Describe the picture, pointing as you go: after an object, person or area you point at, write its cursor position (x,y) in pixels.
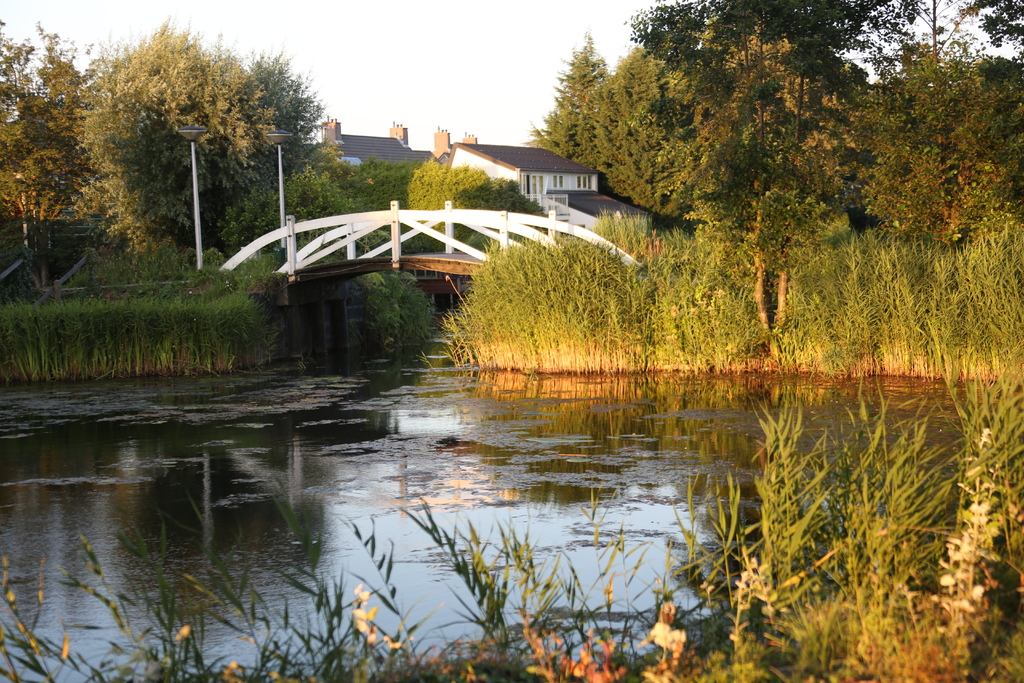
In this image I can see water (605,445) and I can see a bridge (311,288) over the water (669,507). I can also see bushes (599,332) in the front (880,449) and in the background (42,355). I can also see number of trees (46,260), two buildings (470,149) and the sky (383,22) in the background (475,92).
